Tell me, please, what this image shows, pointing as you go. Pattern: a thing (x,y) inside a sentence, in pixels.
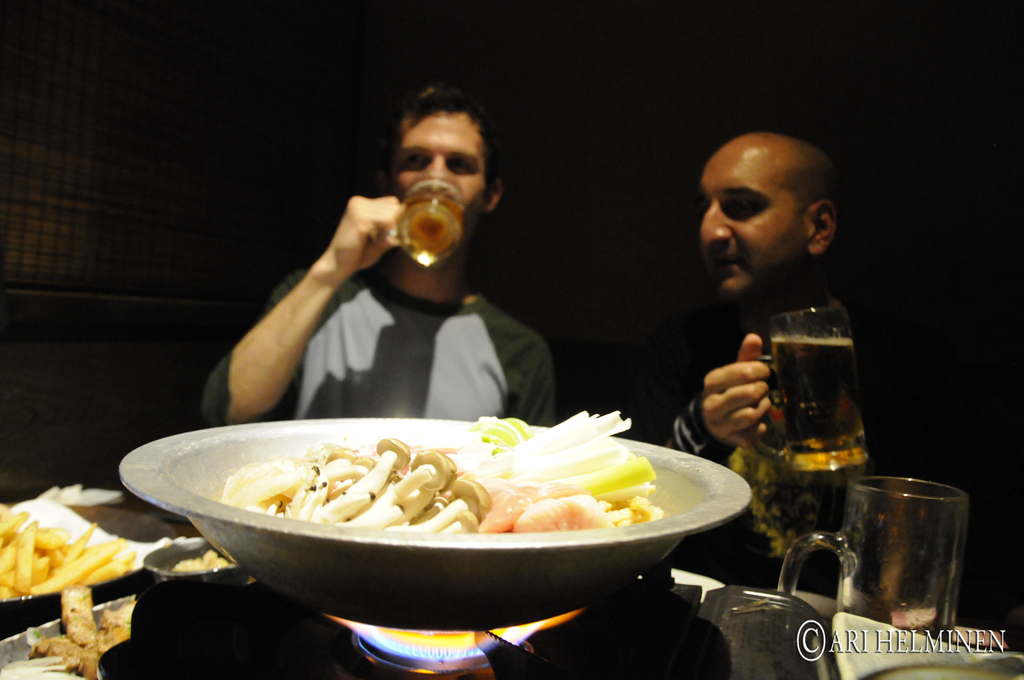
This is the picture of two people (702,335) who are holding the glass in which there is some beer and in front of them there is a vessel (394,558) on the stove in which there is some food item (488,490) and to the side there are some fries (95,574) and a glass (876,572).
